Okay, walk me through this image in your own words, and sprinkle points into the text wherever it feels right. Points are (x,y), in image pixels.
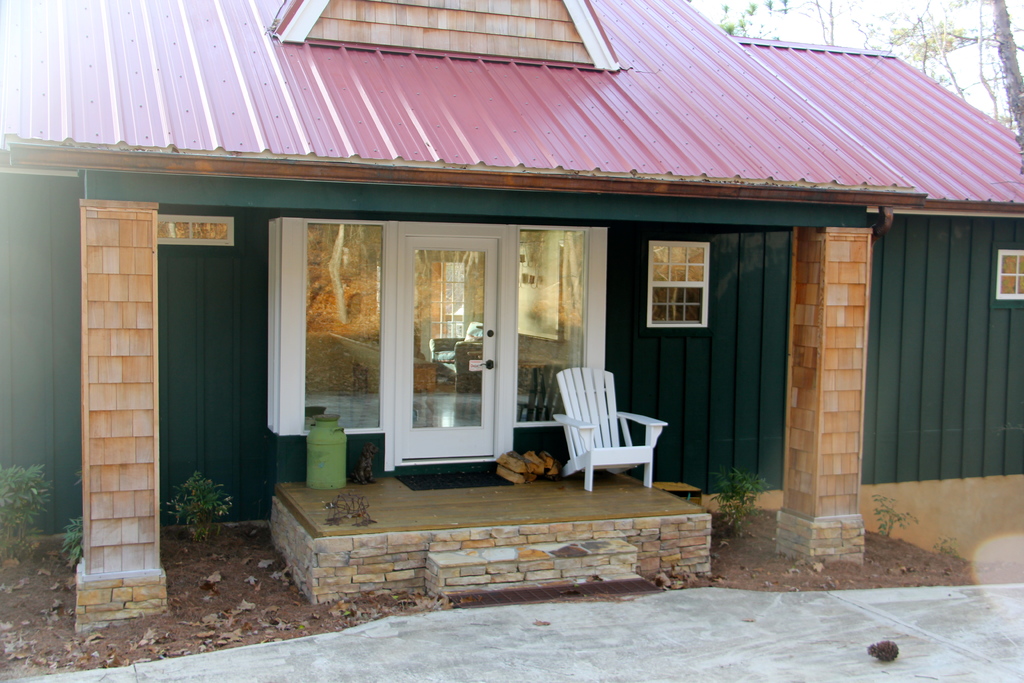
In the foreground of this image (602,664), on the bottom (649,665), there is a pavement (662,634) and in the middle (637,228), there is a house (171,414), chair (649,439) and a can (329,460). On the top (912,27), there are trees (1001,28) and also few plants (205,524) are in front of the house (111,559).
